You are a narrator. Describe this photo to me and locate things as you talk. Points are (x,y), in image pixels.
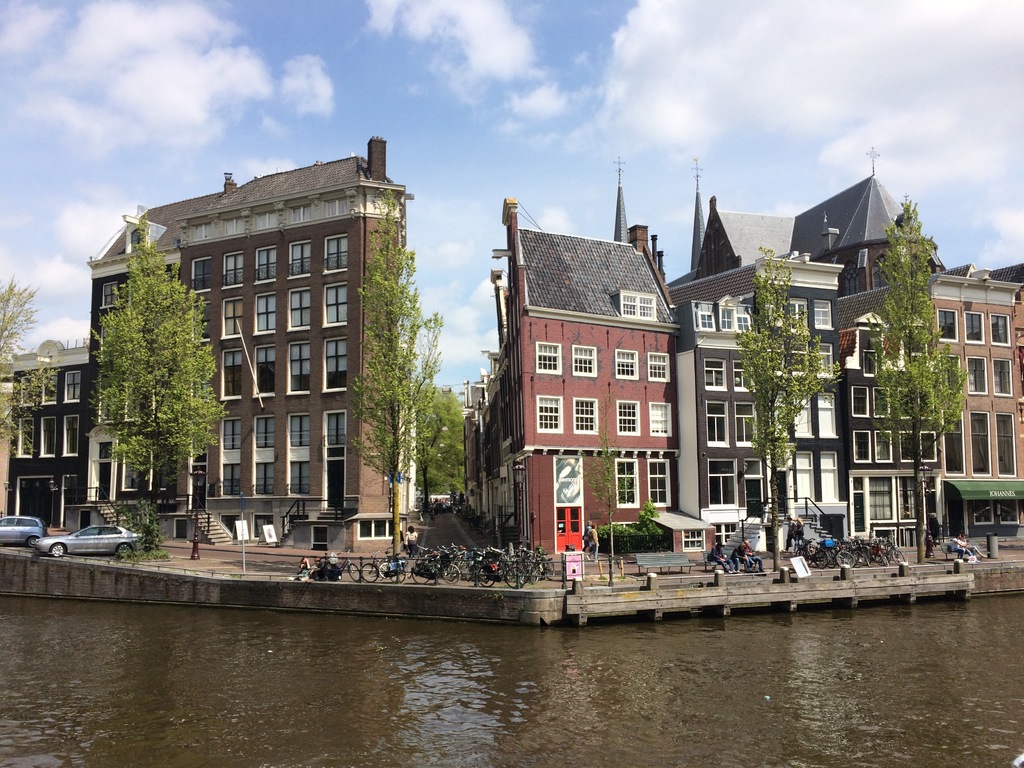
In this picture we can see some buildings (632,413) here, on the left side (100,547) there are two cars (83,542), we can see bicycles (438,552) here, at the bottom (550,681) there is water (549,655), we can see trees (432,474) here, there are two persons (732,560) sitting on a bench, we can see the sky (496,32) at the top of the picture (490,43), there are some stairs (218,525) here, we can see glass windows (290,322) of this building (274,357).
